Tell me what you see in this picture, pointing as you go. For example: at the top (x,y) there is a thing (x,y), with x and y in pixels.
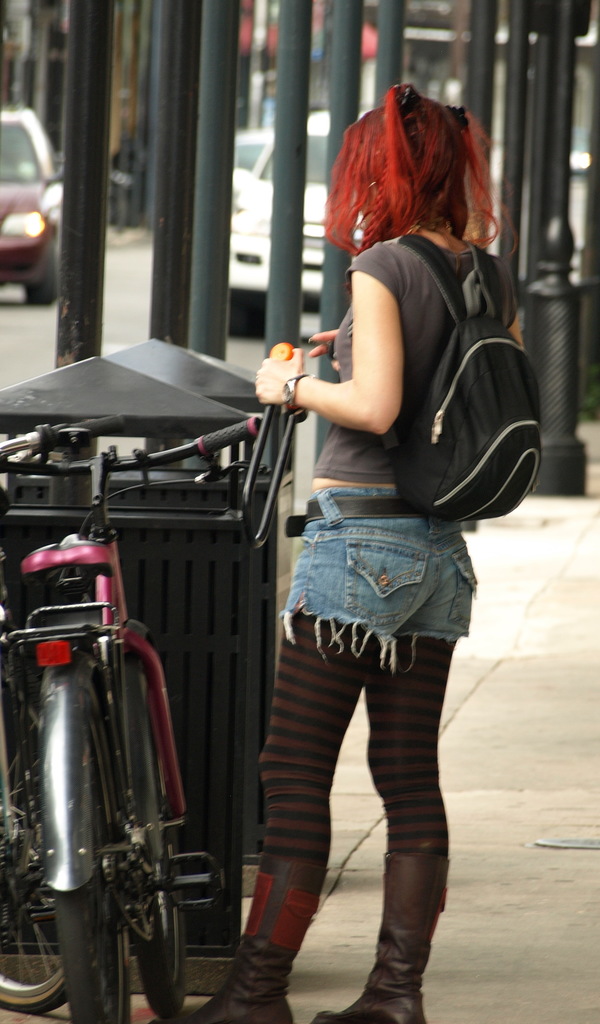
In this picture, we see a woman (384,267) who is wearing the backpack (421,444) is standing. In front of her, we see the bicycles (60,685) and the garbage bins (134,423). Beside that, we see the poles (273,184). On the left side (37,225), we see the cars (3,226) are moving on the road (133,246). In the background (432,28), we see the buildings (457,39). This picture is blurred in the background (259,129).
